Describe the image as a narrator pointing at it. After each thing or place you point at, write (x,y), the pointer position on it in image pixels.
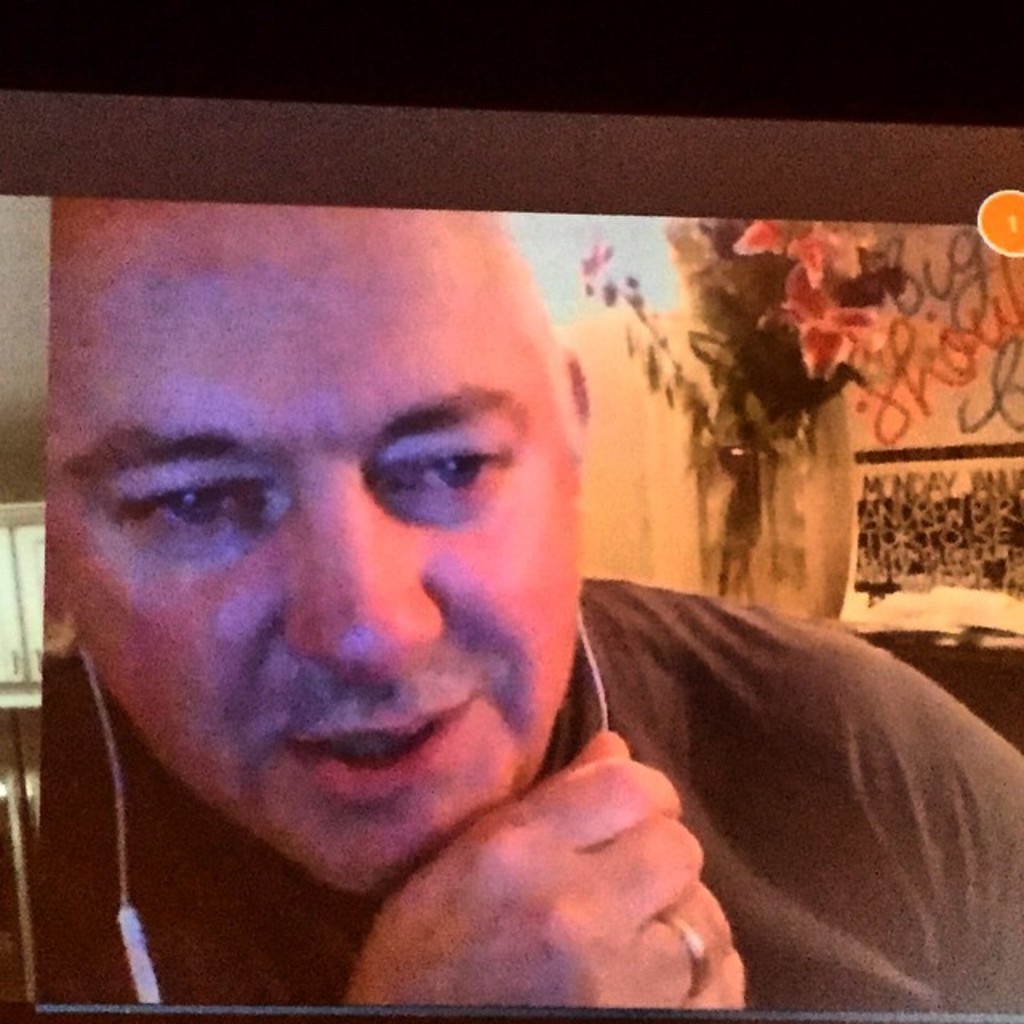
In this image I can see a man (442,736) is wearing headphones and a t-shirt (730,810). In the background (860,455) I can see flowers (842,372) and other objects (846,431).
